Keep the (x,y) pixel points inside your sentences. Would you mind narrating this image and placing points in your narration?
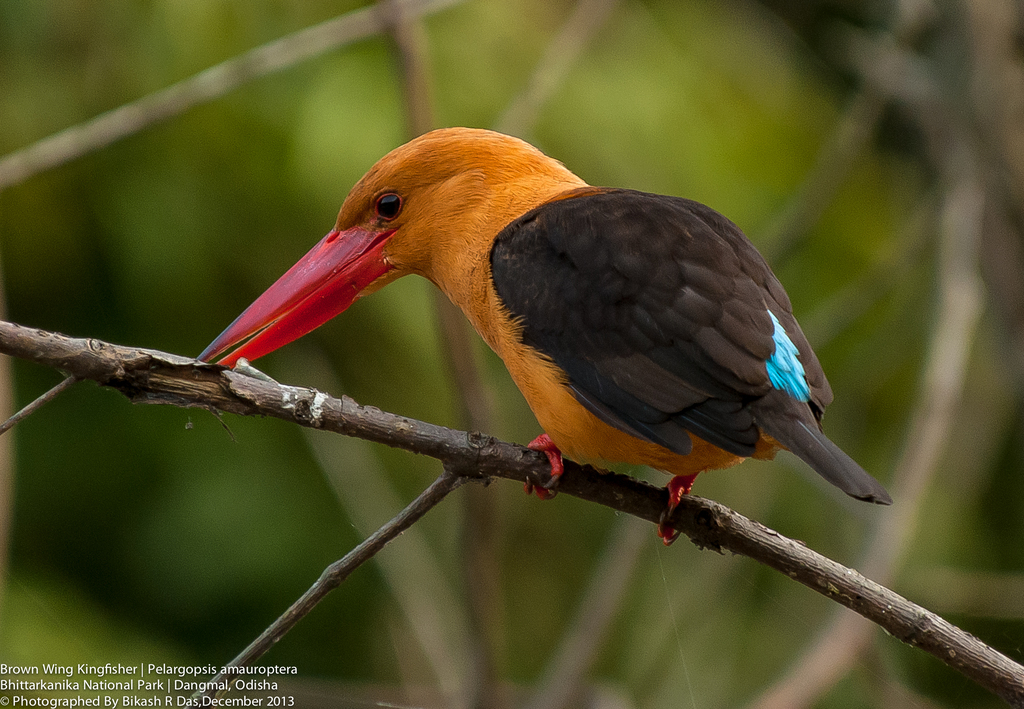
This image is taken outdoors. In this image the background (252,574) is a little blurred and it is green in color. In the middle of the image (472,443) there are a few stems (874,615) and there is a bird (419,153) on the stem (506,461).
